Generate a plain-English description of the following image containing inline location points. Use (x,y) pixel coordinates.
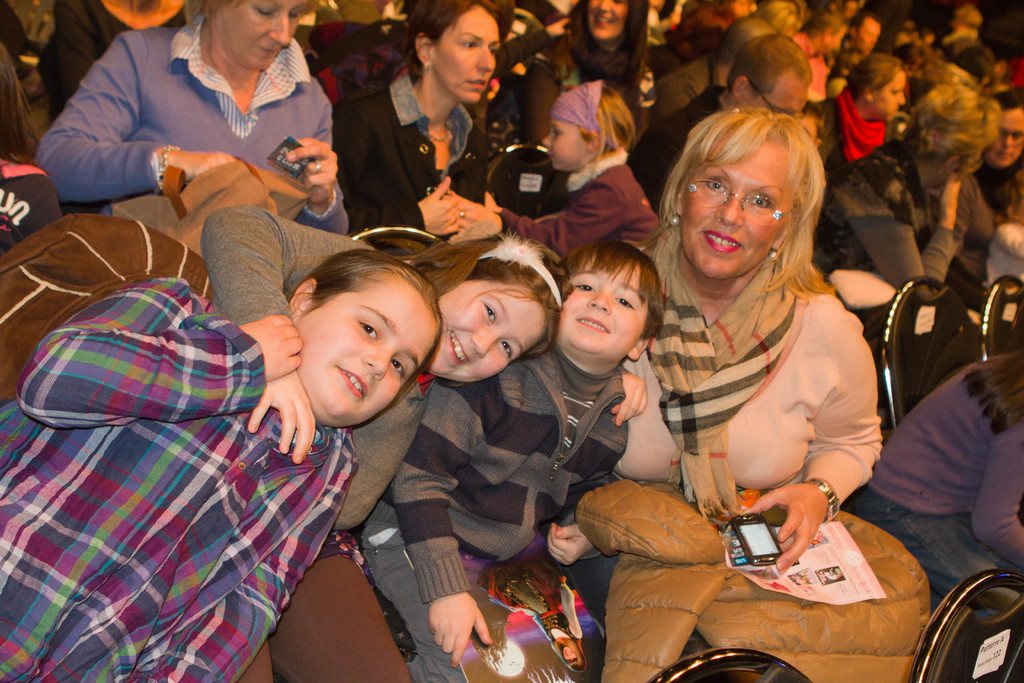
In this picture I can see group of people (640,329) are sitting on chairs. Among them the people (500,353) in the front (453,374) are smiling. Here I can see mobile (748,545) and jacket (764,610) on the woman (730,586).
